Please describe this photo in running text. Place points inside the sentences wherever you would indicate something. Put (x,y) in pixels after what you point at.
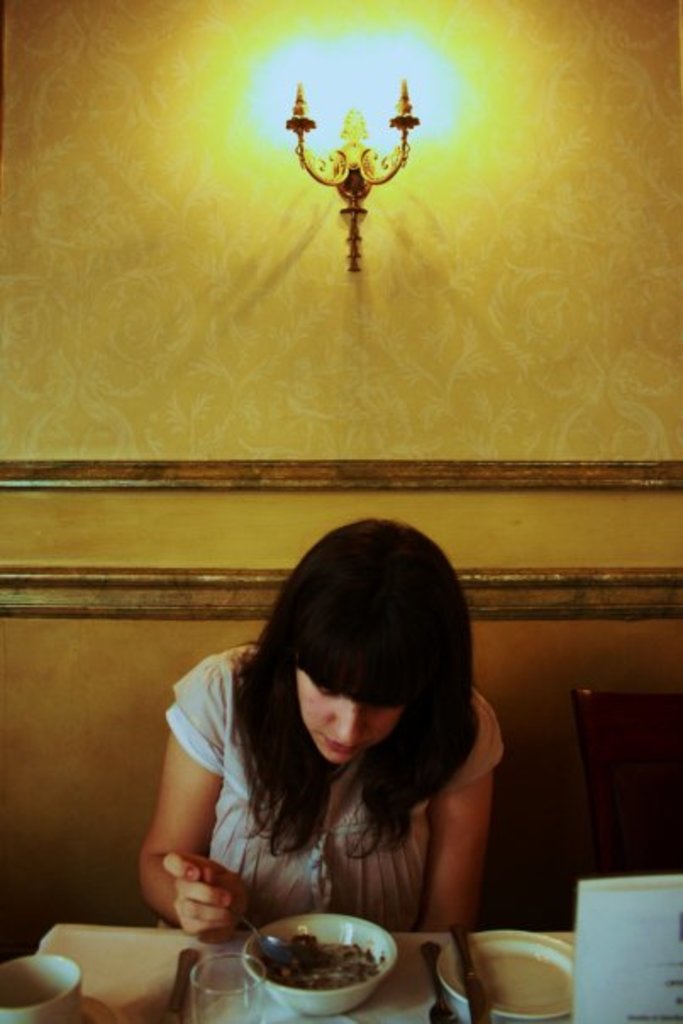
In the center of the image (347,562) there is a lady (346,832) sitting and eating, before her there is a table (388,989). On the table (375,1017) there is a glass (212,1014), spoon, knife (465,948), plates (443,961) and a bowl (322,986). In the background (372,265) there is a light (354,258) placed on the wall (351,294).
